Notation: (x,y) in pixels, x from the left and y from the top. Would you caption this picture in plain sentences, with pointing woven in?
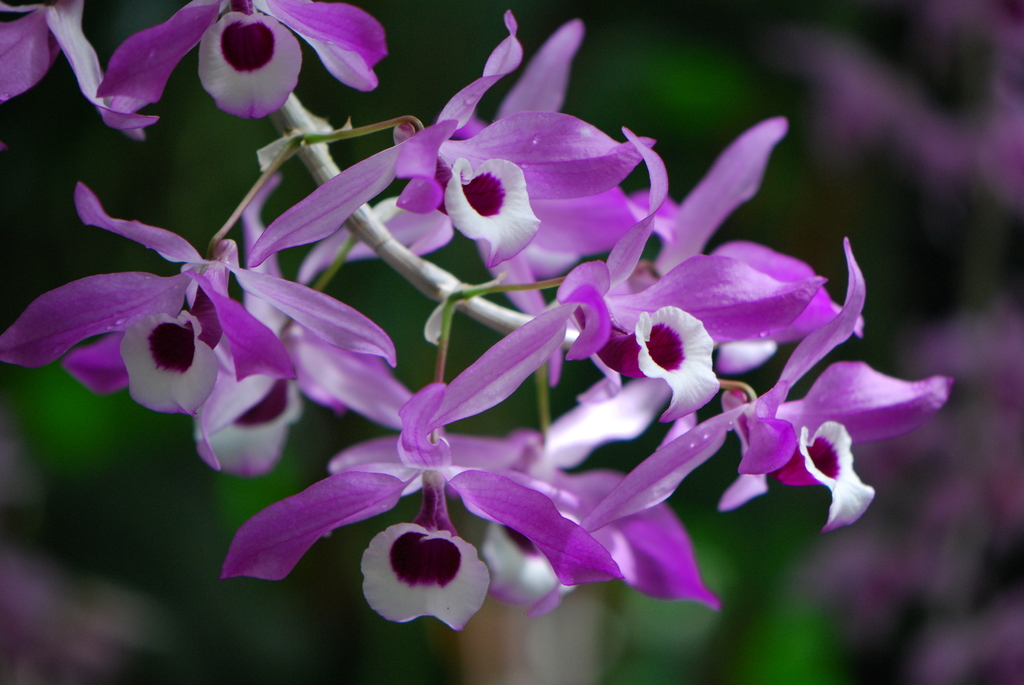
In this image we can see some flowers (339,373) and in the background (285,188) the image is blurred.
